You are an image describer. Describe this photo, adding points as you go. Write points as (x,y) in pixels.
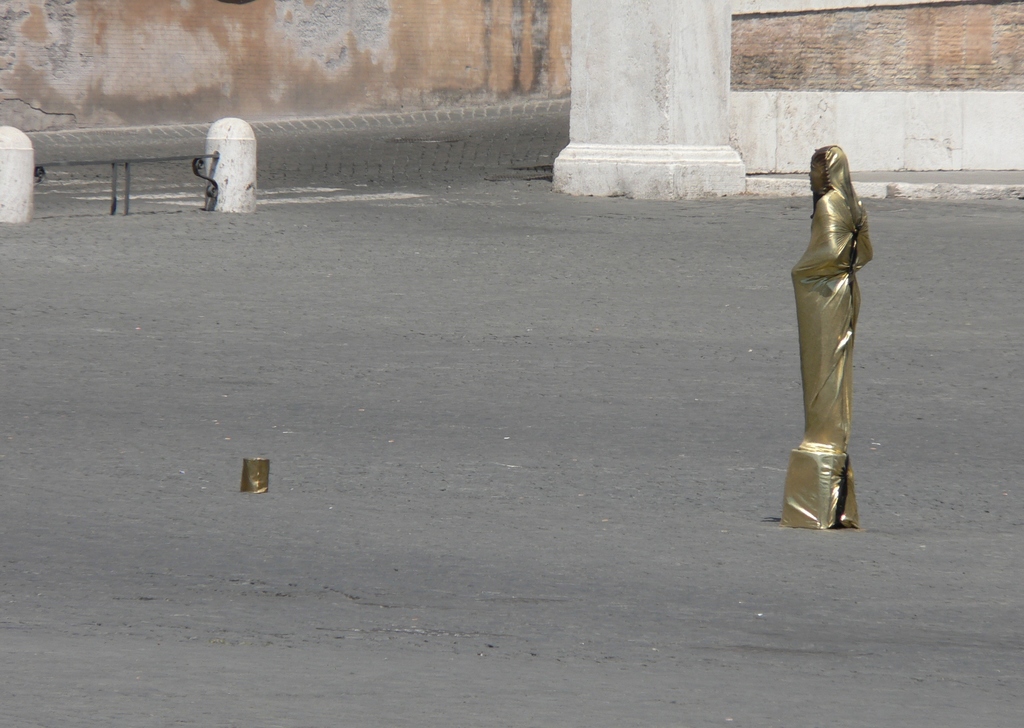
In this image we can see a statue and a pillar (663,172), also we can see some objects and in the background (969,14), we can see the wall (248,18).
